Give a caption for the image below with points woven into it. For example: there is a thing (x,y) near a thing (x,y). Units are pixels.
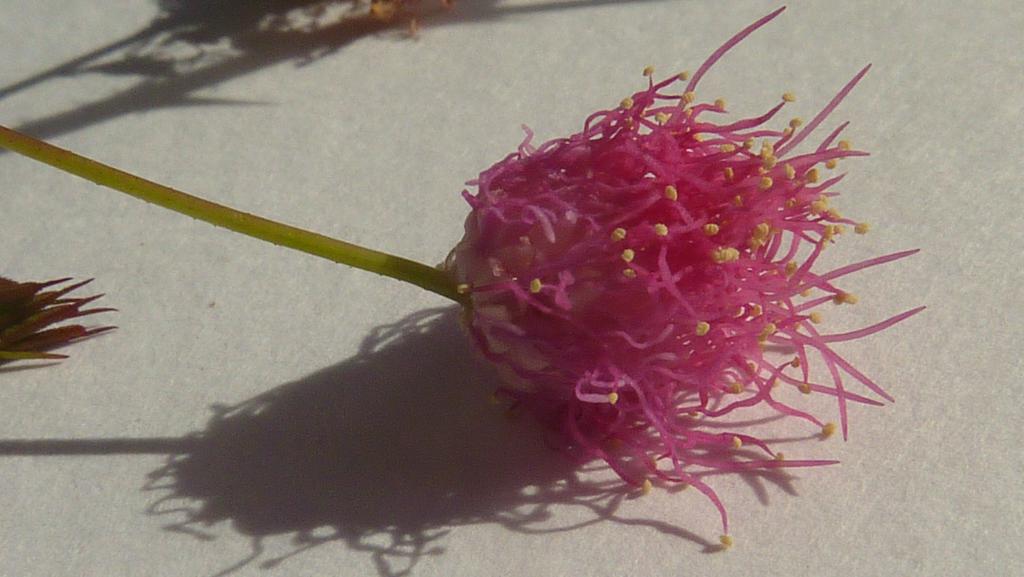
In this image, I can see a flower (522,309) with a stem (121,190). On the left side of the image (33,320), it looks like another flower (29,329). In the background (384,380), I can see the shadows (399,396) on an object (398,447).
